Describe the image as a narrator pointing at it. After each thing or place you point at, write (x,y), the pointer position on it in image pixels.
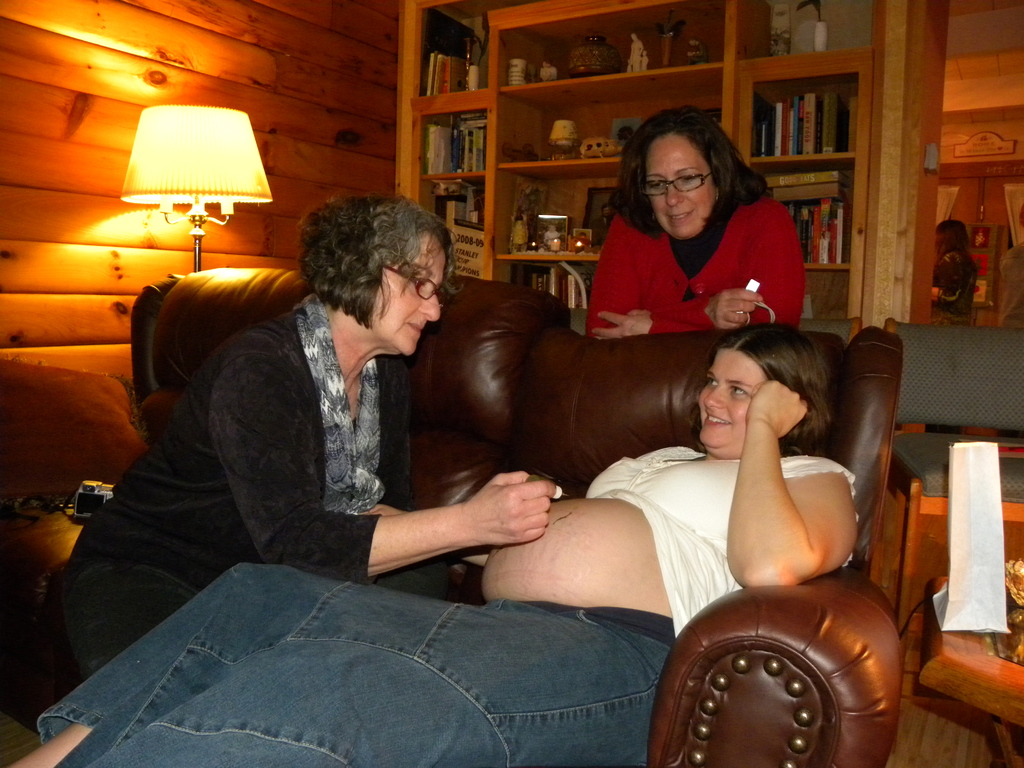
In the center of the image (407,455) there are women (296,464) sitting on the sofa (467,445). On the right side of the image (952,404) there is a chair (921,417) and table (932,654). On the left side (180,179) we can see lamp (161,209) on the table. In the background (404,169) there is a woman (707,216), cupboard (647,106), books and a wall (892,221).
